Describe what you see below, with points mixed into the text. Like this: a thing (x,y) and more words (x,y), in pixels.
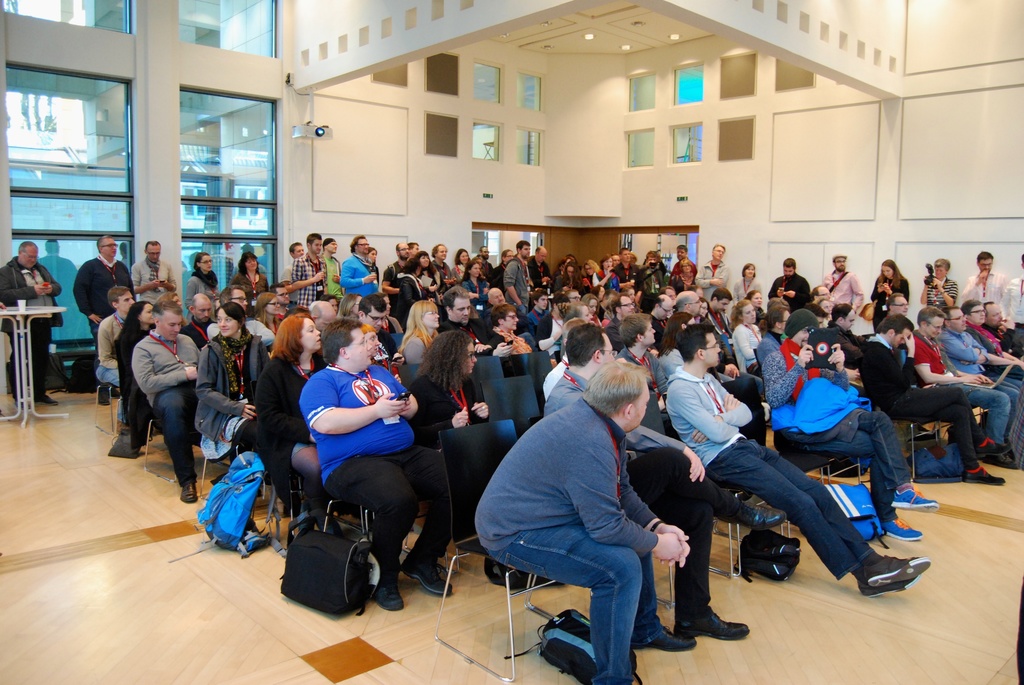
Group of people (544,432) sitting a few persons (901,276) are standing. We can see glass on table (19,315) and bags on floor (177,610). On the background (179,189) we can see wall (344,172), camera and windows (195,152). On top we can see lights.
